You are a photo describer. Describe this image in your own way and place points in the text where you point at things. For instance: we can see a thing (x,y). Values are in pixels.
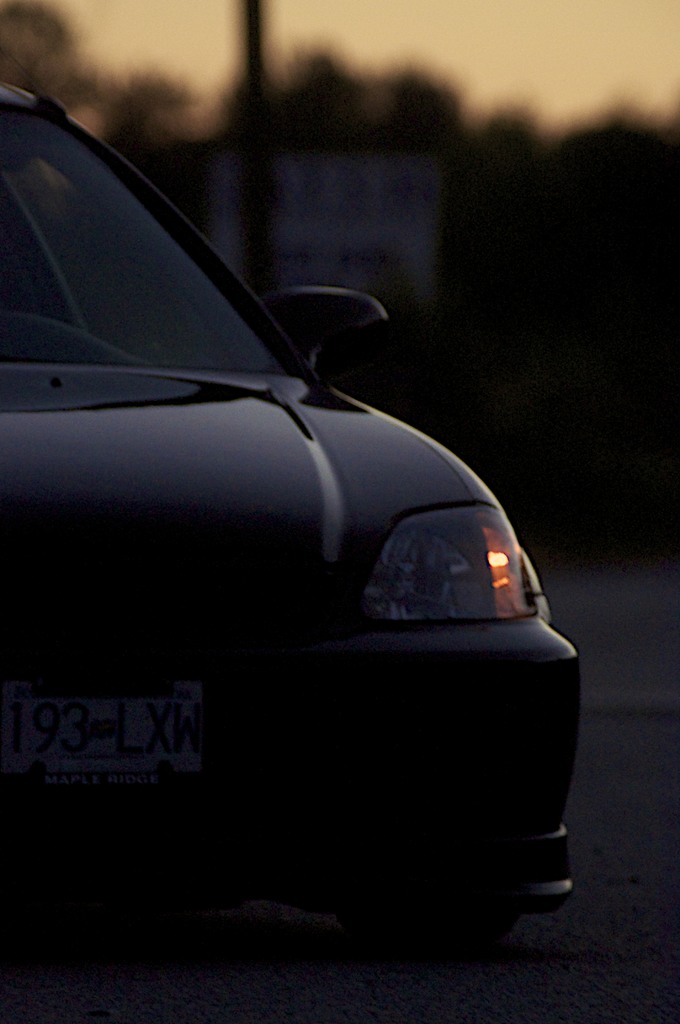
In this picture we can observe a black color car (297,518) on the road (381,965). We can observe a number plate (131,756). In the background (308,213) there is a board (284,210) and a pole (266,185). We can observe some trees (462,119) and a sky (443,62).
